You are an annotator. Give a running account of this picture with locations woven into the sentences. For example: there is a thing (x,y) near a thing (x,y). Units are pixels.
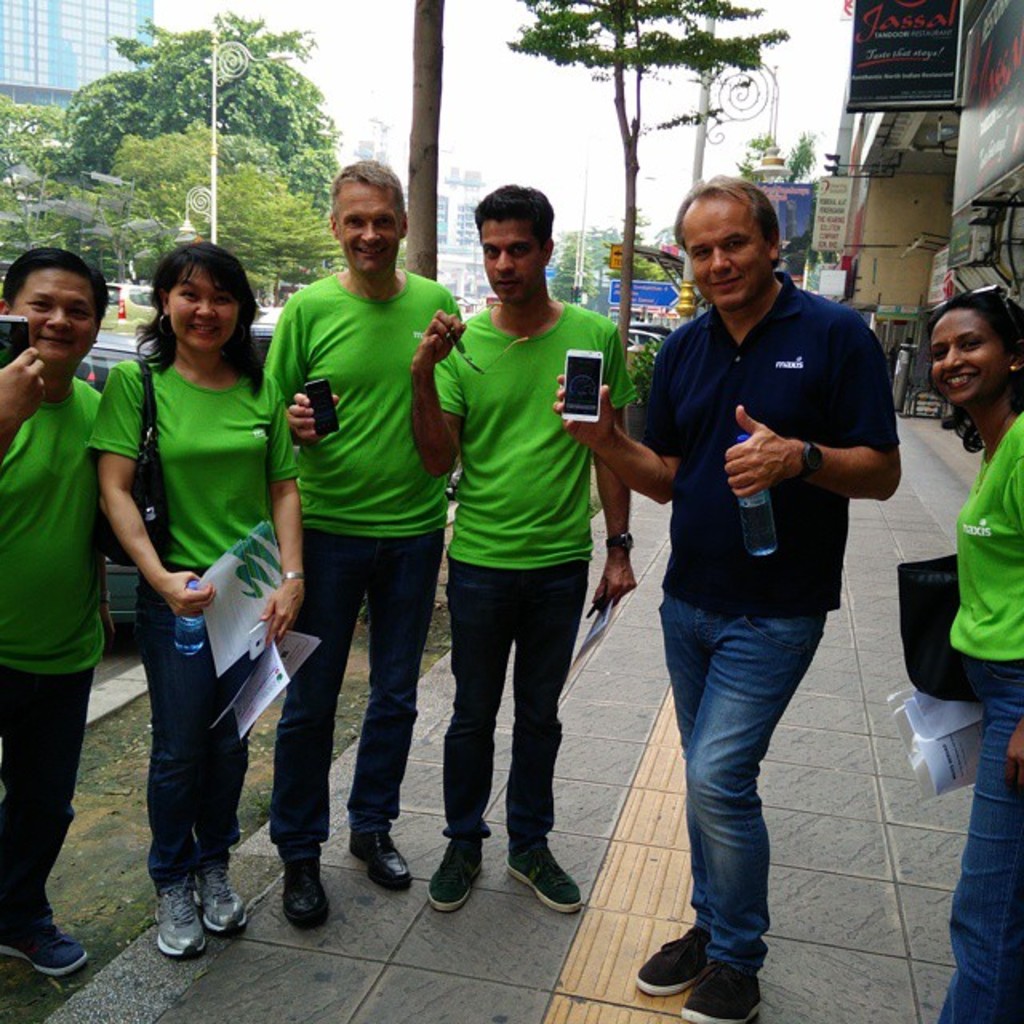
In this picture there are people (748,347) standing and smiling, among them there are three men (717,205) holding mobiles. We can see boards (1014,30), trees (268,160), poles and lights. In the background of the image (461,78) we can see buildings (448,229) and sky (534,122).
